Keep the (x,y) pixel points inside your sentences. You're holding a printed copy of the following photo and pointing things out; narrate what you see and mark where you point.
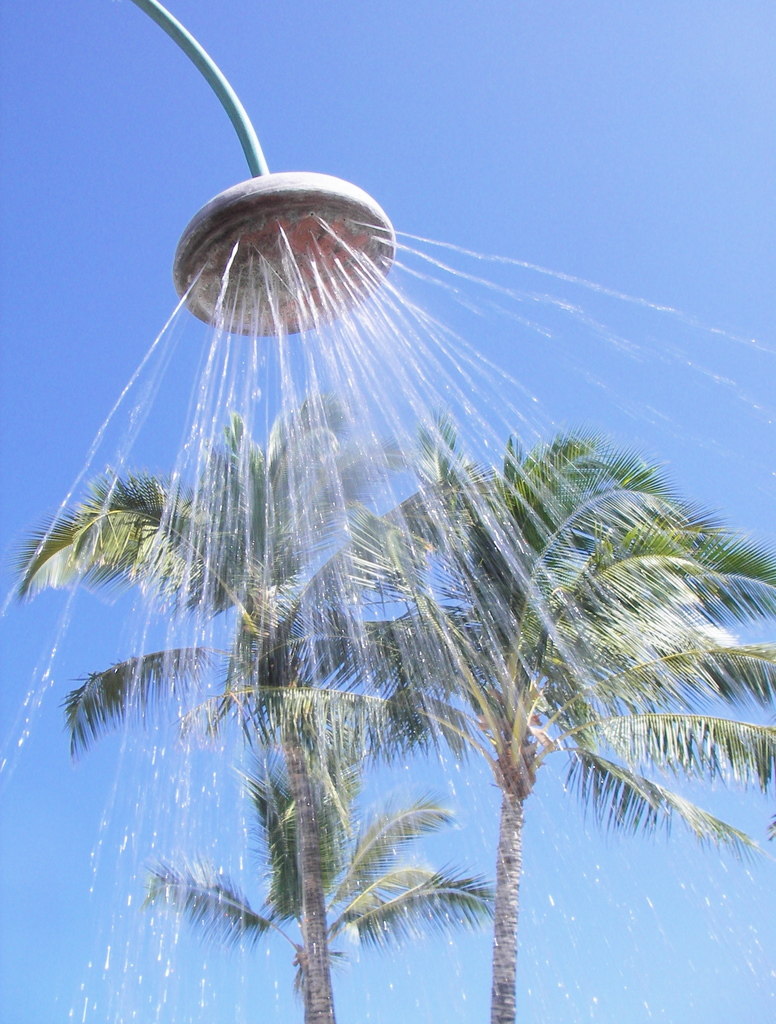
In this image there are three trees (352,859) on the bottom of this image (355,779) and there is a shower (264,186) on the top of this image (271,204) and there is a blue sky (523,183) in the background (329,554).
